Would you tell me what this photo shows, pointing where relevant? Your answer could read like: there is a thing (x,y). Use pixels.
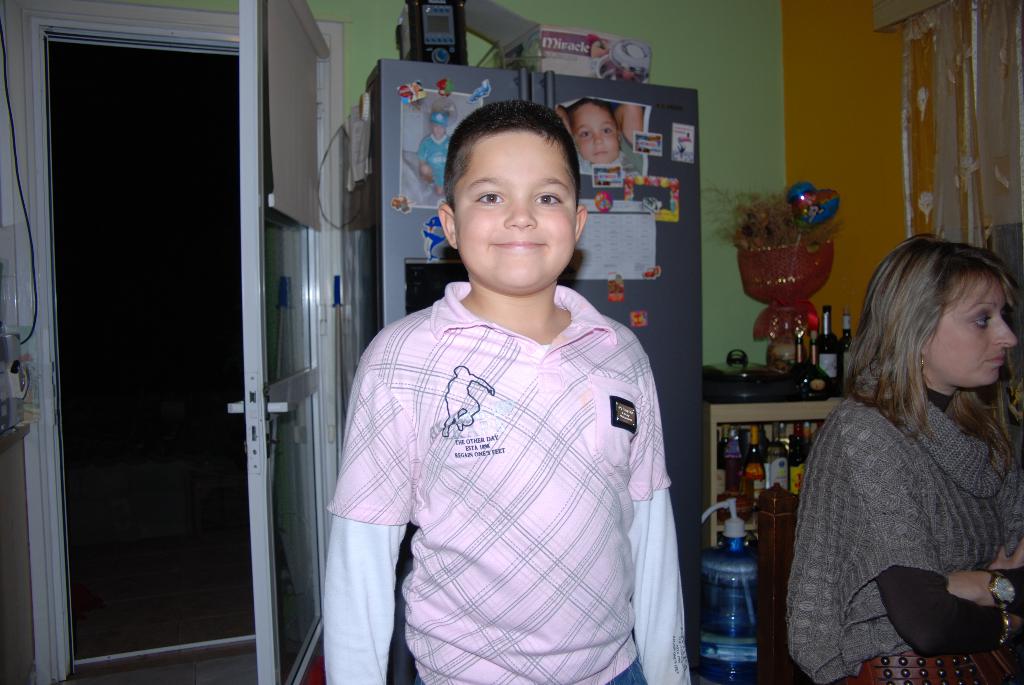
In this picture there is a boy (520,627) in the center (630,401). He is wearing a pink t shirt (481,386) and smiling. Towards the right (1005,287) there is a woman (932,488), she is wearing a grey sweater (940,502) and a watch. In the background (654,110) there is a fridge (392,104) full of photographs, desk (744,414) full of bottles (828,343), a wall (723,94) and a door (286,198).
